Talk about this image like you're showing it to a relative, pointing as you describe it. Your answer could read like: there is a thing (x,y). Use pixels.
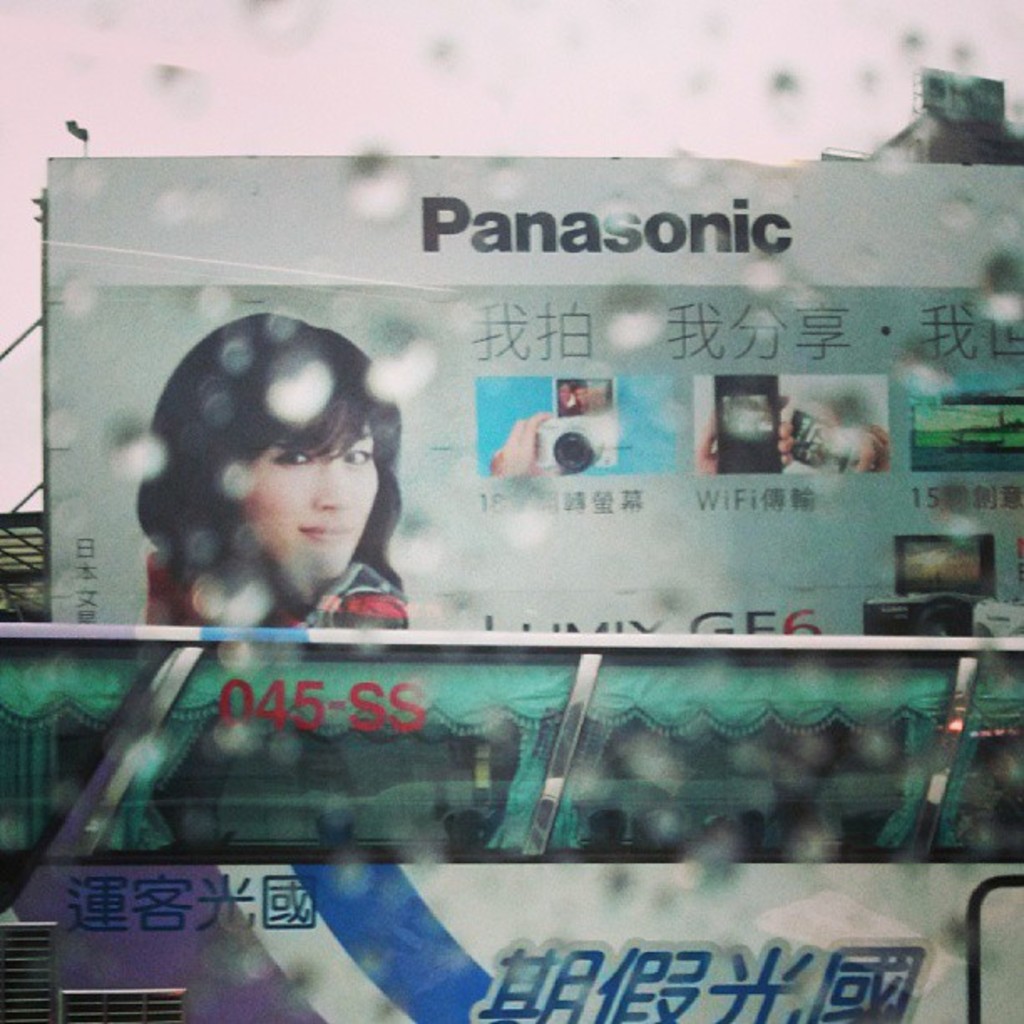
In this image there is a bus (409,845) in the middle (355,667). Behind the bus (438,855) there is a big hoarding (589,362) on which there is a girl (268,432). At the top (345,64) there is the sky (386,61).
